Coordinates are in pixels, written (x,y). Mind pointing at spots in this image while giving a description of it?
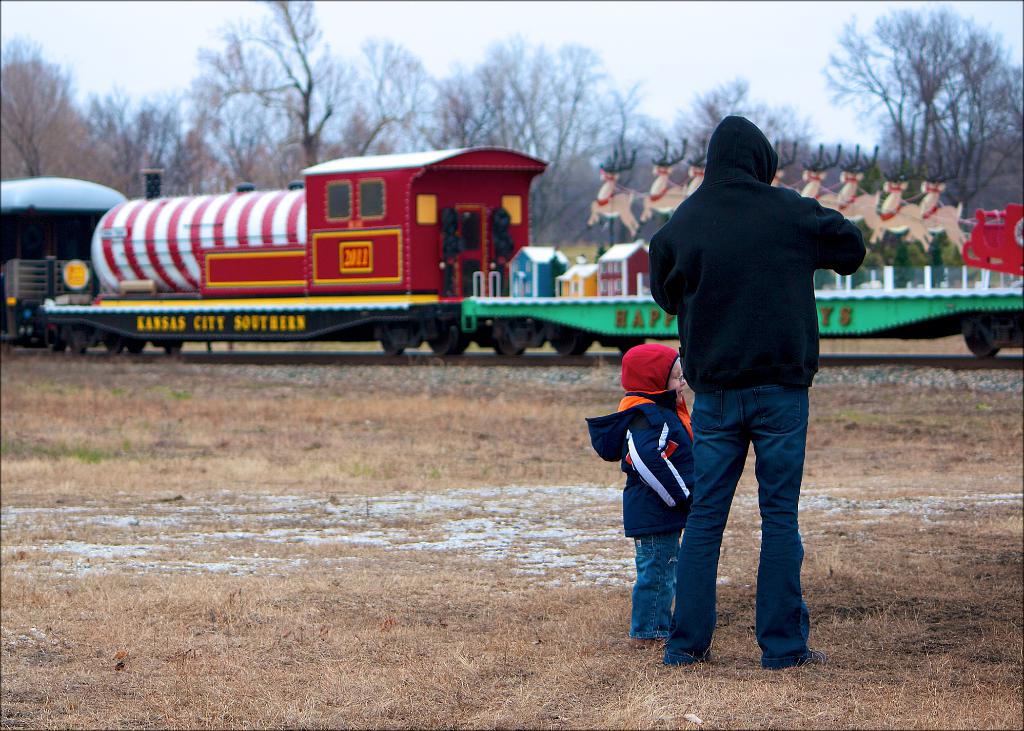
In this image we can see a person (772,371) and a kid (677,433) standing on the ground (506,471), there is a train (926,293) and few objects (619,257) on the train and there are trees (521,145) and the sky (770,66) in the background (777,117).
